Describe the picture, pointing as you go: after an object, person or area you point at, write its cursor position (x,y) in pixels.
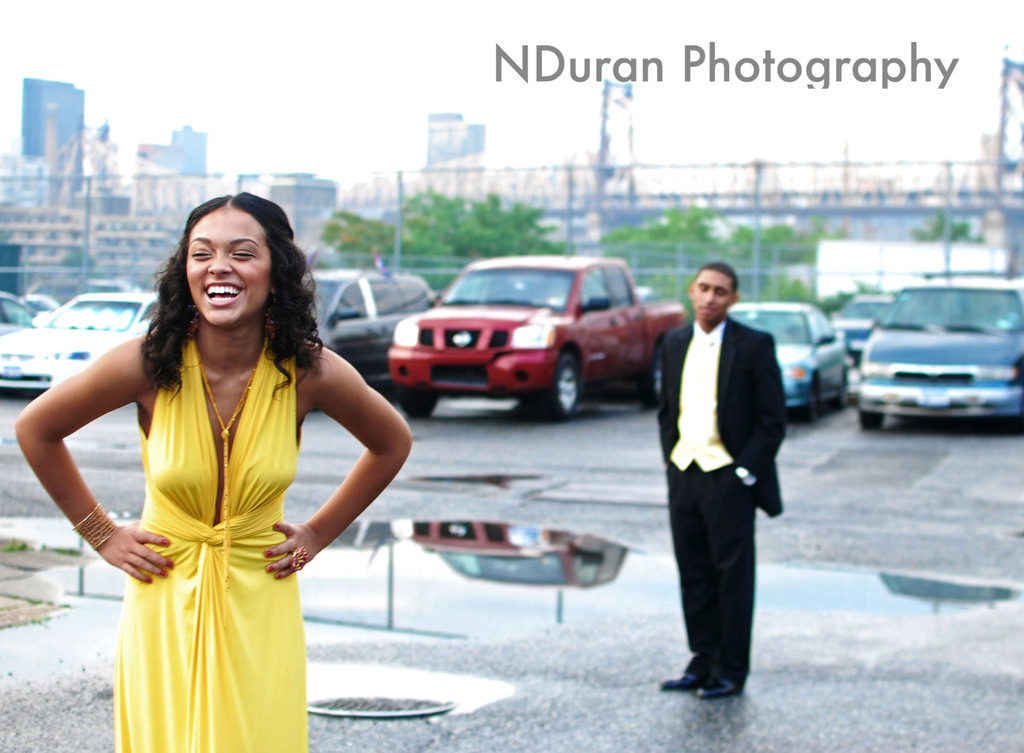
In this picture we can see a woman (312,314) and a man (763,356), she wore a yellow color dress (253,451) and she is smiling, behind to them we can see water (472,592) and vehicles (599,315) on the road (540,445), in the background (778,176) we can see few buildings (103,228), metal rods (678,193) and trees (432,220).
